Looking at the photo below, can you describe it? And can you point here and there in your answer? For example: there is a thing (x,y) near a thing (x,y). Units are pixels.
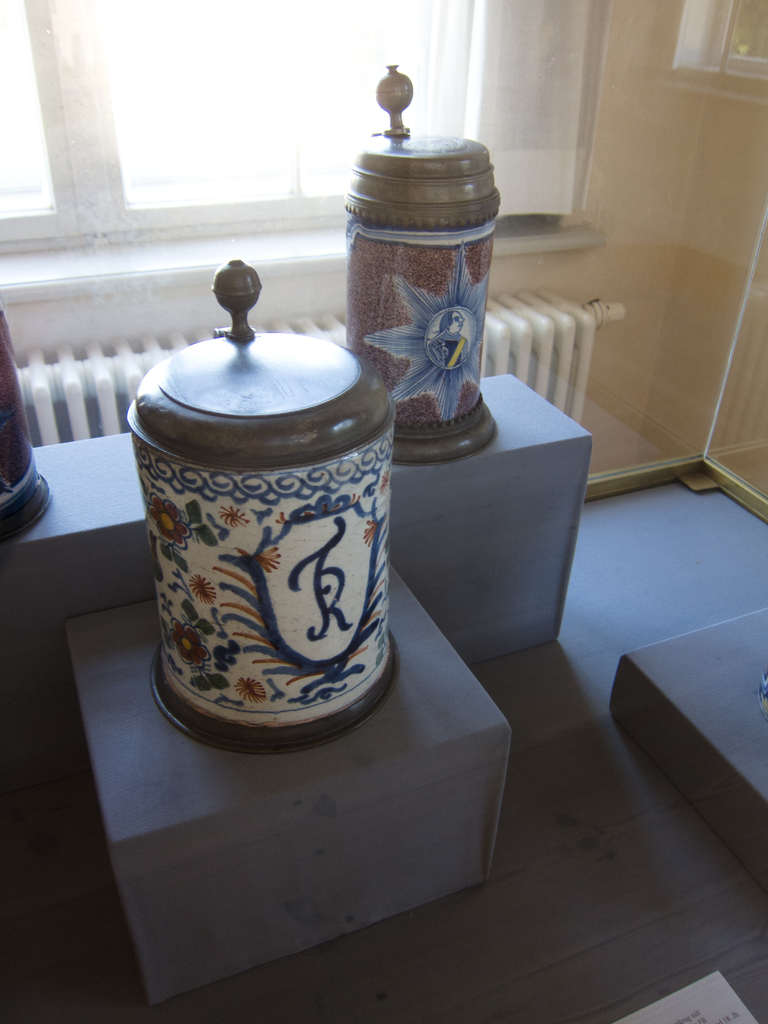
In this image there are jars (386,352), boxes (717,645), glass wall (614,177), window (226,127), curtain (520,119) and objects (340,361).
